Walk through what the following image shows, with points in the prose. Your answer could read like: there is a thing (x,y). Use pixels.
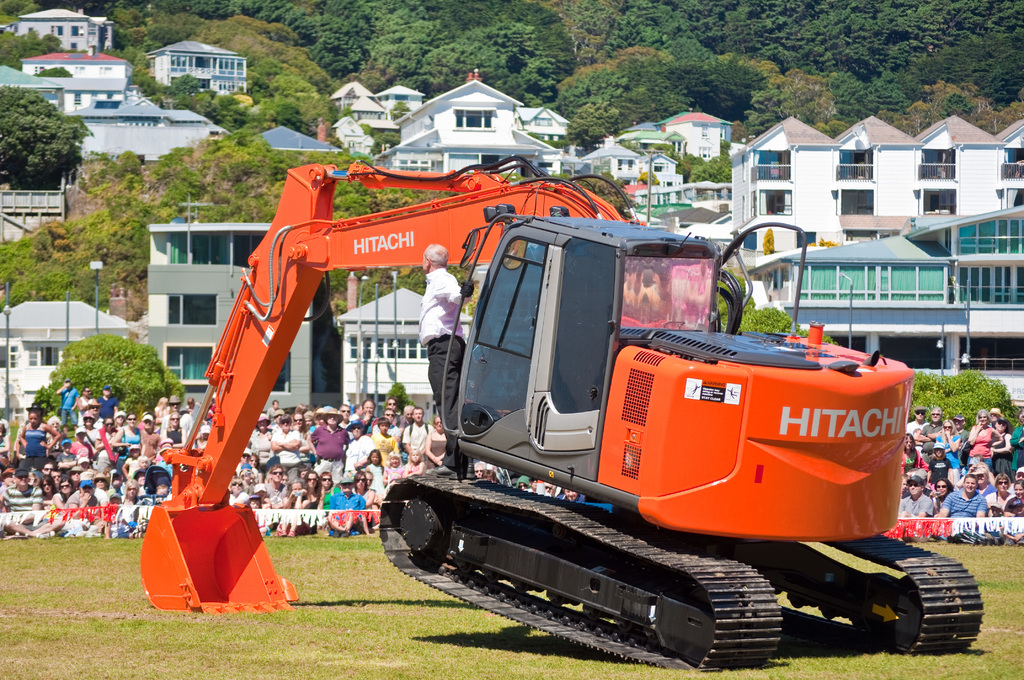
In this picture there is a man (435,319) who is standing on the bulldozer (611,446). In the back (35,422) I can see the audience (35,422) were watching the show. In the background (906,14) I can see many trees (1013,105) and buildings (909,256). On the left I can see some street lights (95,296) and poles (6,340) near to the tree (88,341).
